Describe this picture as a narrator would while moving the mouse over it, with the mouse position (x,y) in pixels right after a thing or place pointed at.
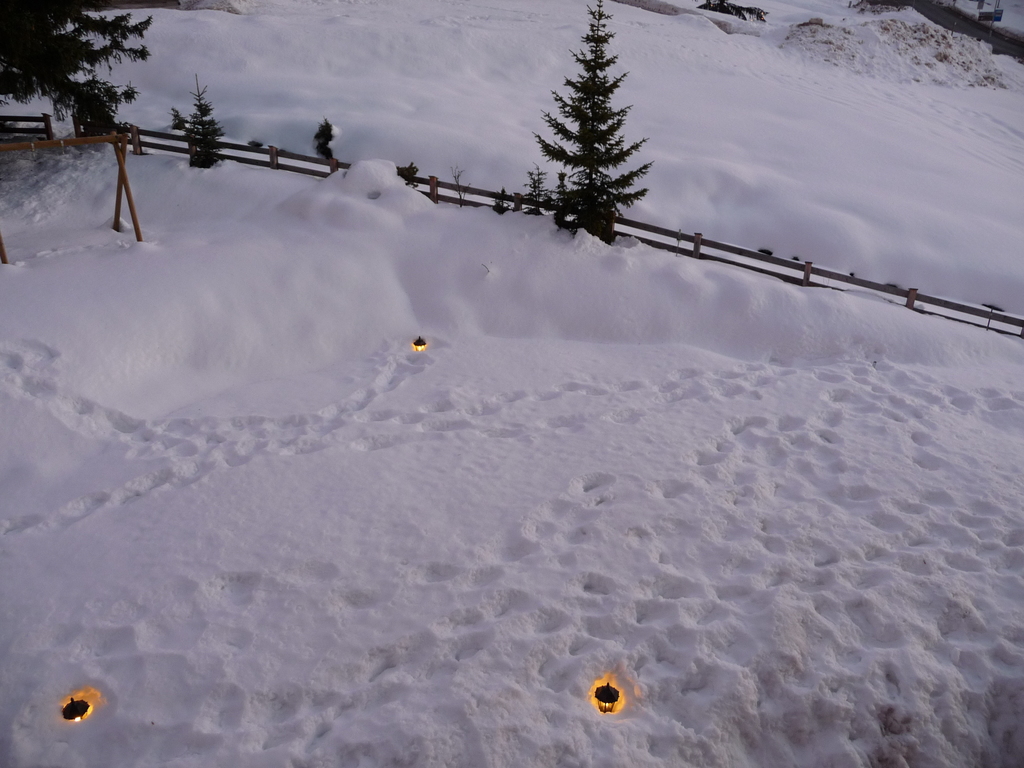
In the image we can see there is a ground (421,490) which is covered with snow (505,453), behind there are trees (605,206) and in between there is a wooden fencing (696,233).
